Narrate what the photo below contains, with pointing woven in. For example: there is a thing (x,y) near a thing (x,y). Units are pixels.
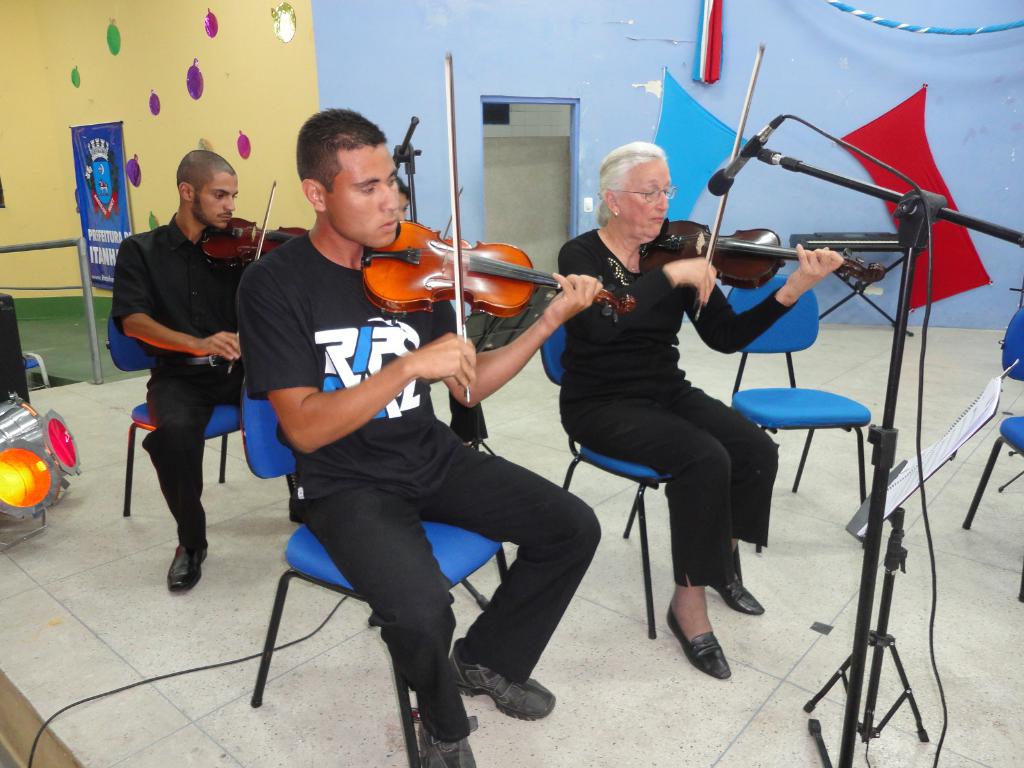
In this image we can able to see three persons (341,243) playing violin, and there is a mic (737,157) over here, we can able to see a stand (903,466) with notes (992,409) on it, we can able to see chairs (744,394), and we can able to see lights (54,444), and there is a wall (859,110) which is decorated with decorative items (925,174), and there is a banner (103,173) over here.
